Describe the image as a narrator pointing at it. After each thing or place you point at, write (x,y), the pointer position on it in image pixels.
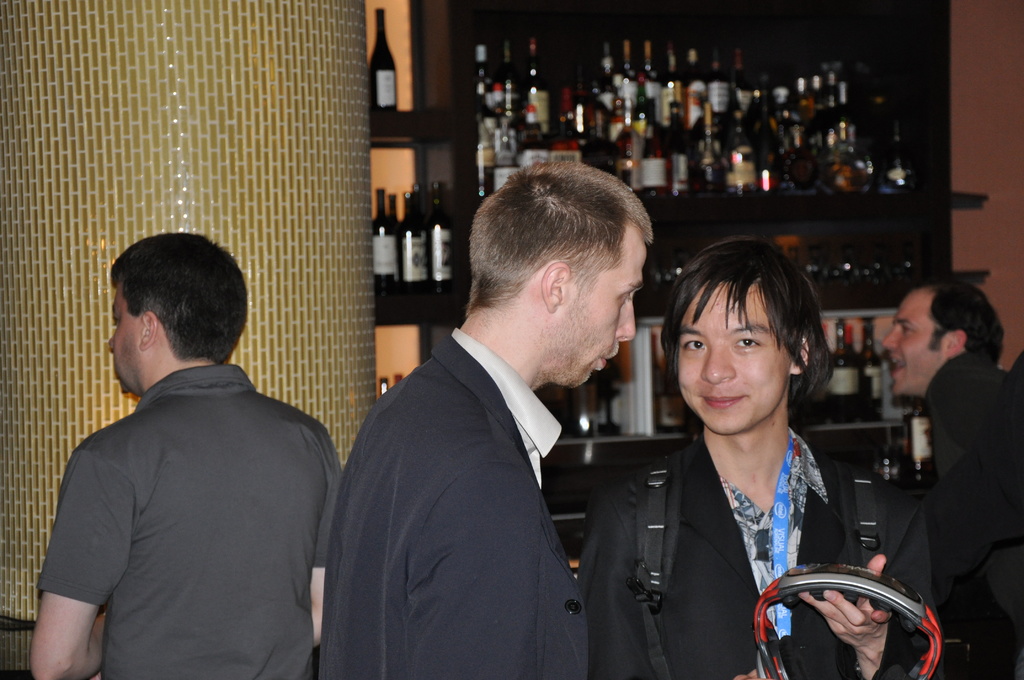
In this picture we can see a group of people (614,334) where a person (636,500) carrying a bag (664,470) and holding an object (935,633) and smiling and at the back of them we can see bottles (782,136).
